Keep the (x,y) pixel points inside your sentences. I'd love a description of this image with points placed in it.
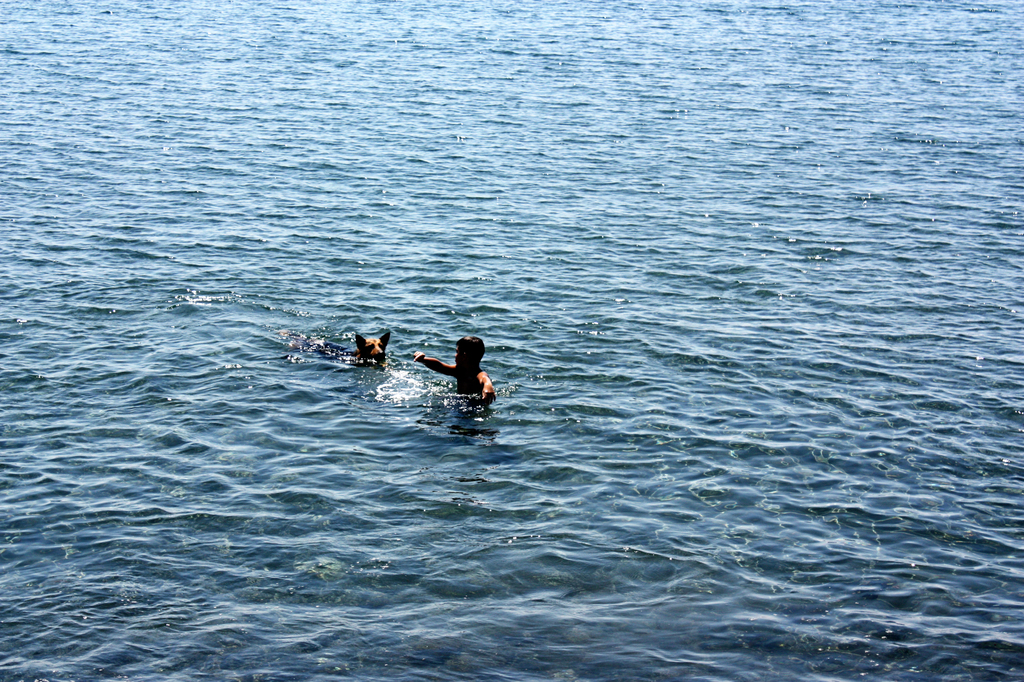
In this image there is water (613,597) and we can see a man (456,371) and a dog (362,355) in the water (456,510).
